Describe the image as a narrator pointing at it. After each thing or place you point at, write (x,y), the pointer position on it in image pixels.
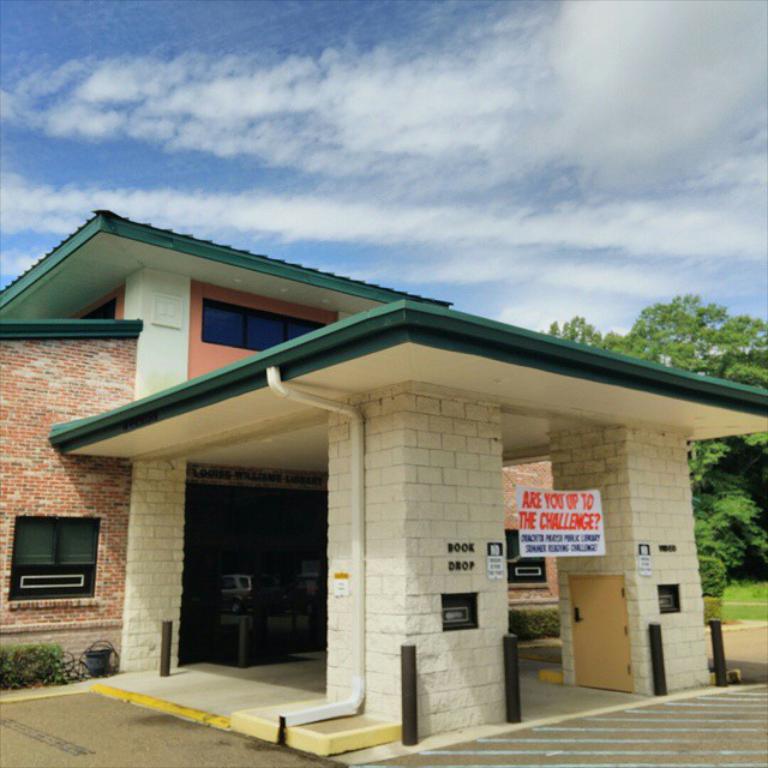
In this image I can see the building (426,558) which is cream, green and brown in color, I can see few black colored poles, few trees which are green in color, few windows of the buildings (609,520), the cream colored door (578,618), the white colored banner (578,515) and in the background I can see the sky (409,151).
